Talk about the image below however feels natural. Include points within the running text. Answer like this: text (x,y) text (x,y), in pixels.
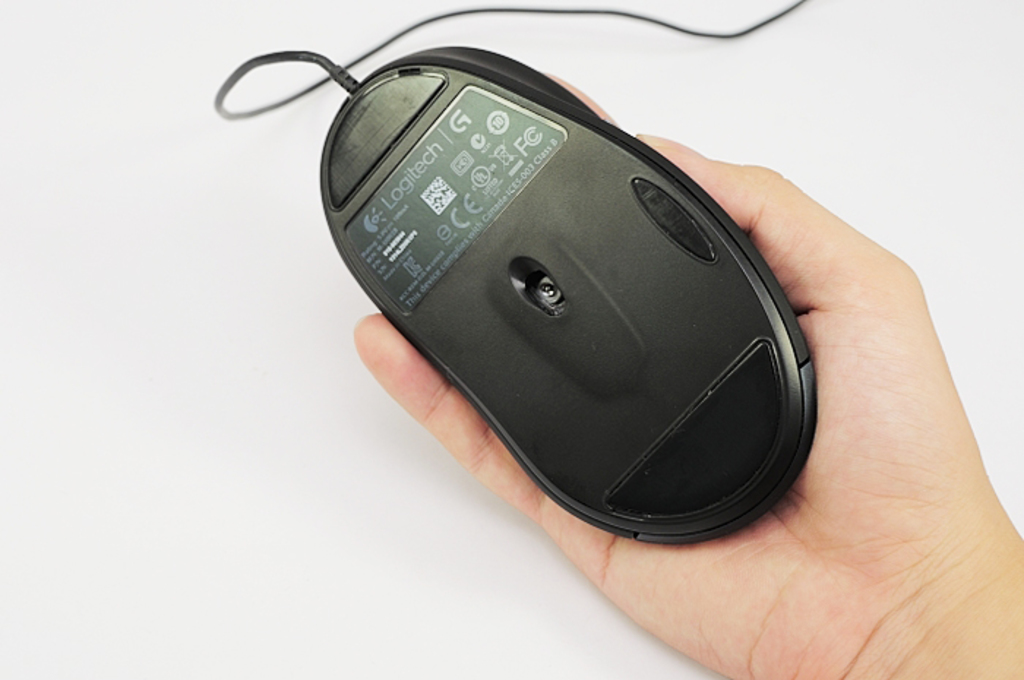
In this image I can see the person (921,571) holding the mouse (473,126). The mouse (741,453) is in black color and there is a white background (240,422).
